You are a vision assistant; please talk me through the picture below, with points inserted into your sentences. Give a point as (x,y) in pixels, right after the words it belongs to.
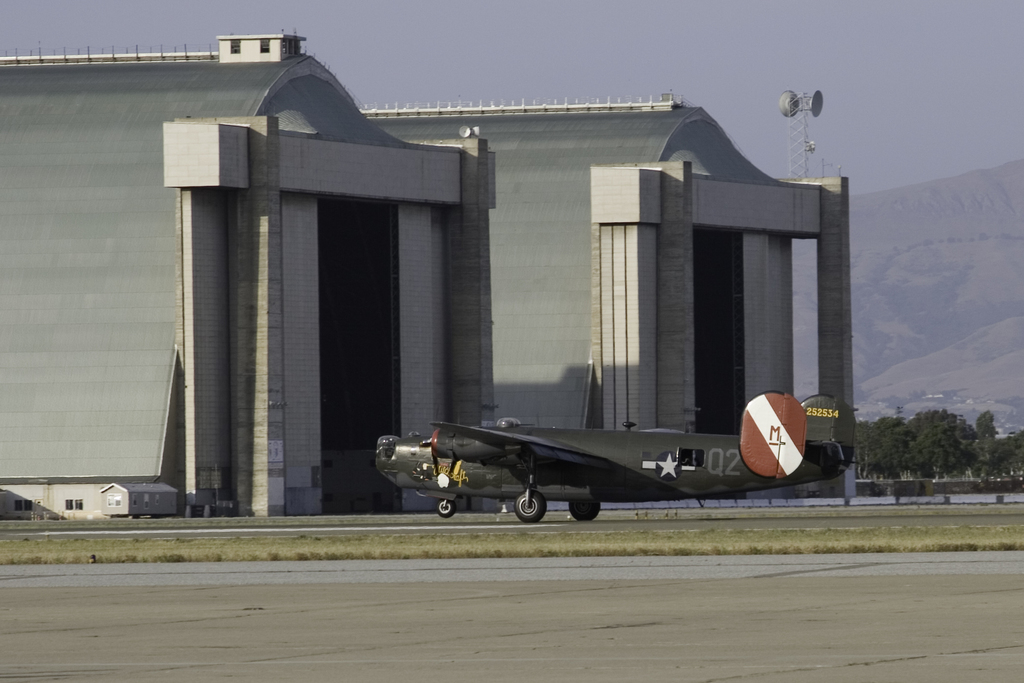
In this image we can see a building (627,188), there is an airplane (598,437) on the ground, there are trees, there are mountains (869,198), there is an antenna (795,120), there is a sky (560,77).
